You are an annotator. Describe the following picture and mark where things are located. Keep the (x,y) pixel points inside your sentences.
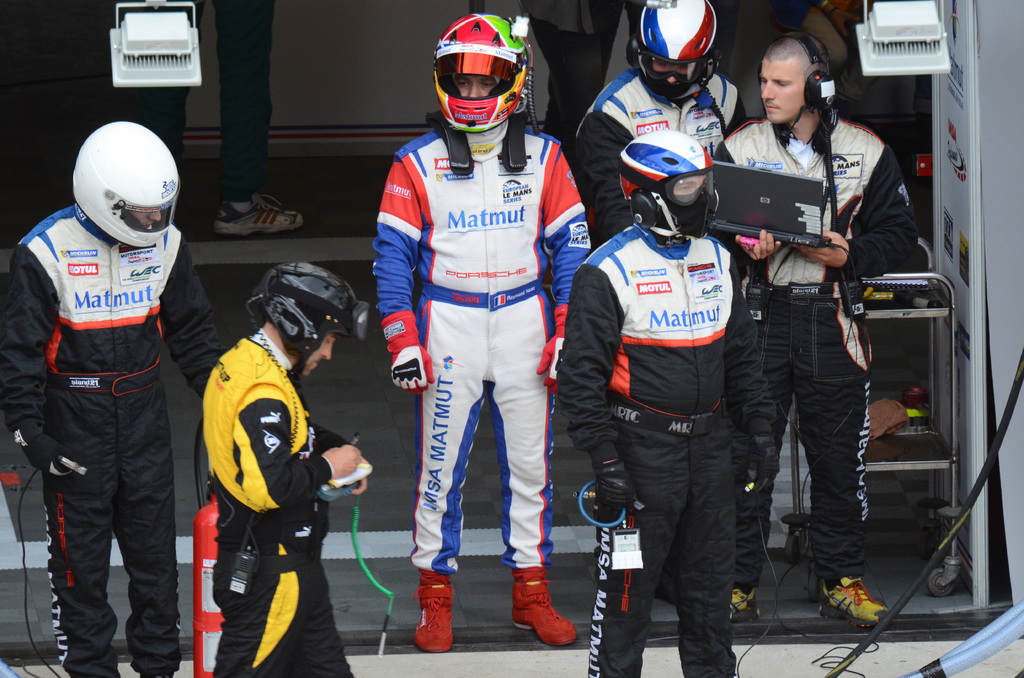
In this image we can see persons (485,342) wearing costumes (428,292) and standing on the ground (187,466). In the background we can see electric lights (151,82), cables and a fire extinguisher (206,631).
